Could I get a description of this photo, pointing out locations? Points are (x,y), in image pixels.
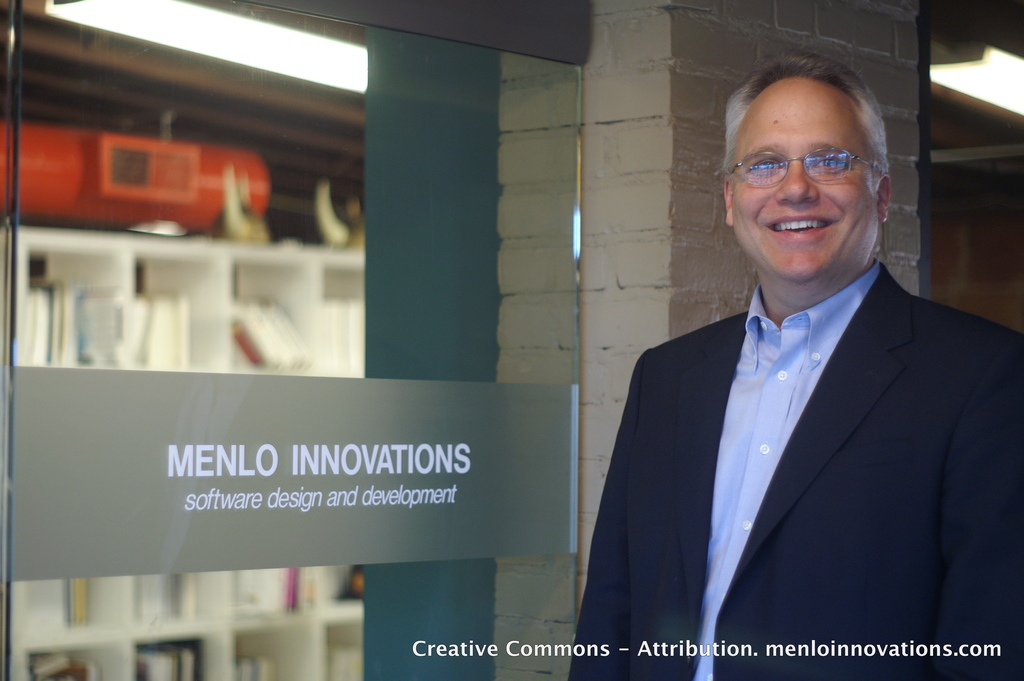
On the right side of the image (790,333) a man (817,314) is standing. In the center of the image (433,357) we can see glass door (250,361), shelves (219,287), books (168,313), machine (240,172), lights (351,54), wall (496,270) are present. At the bottom of the image (672,650) some text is there.
